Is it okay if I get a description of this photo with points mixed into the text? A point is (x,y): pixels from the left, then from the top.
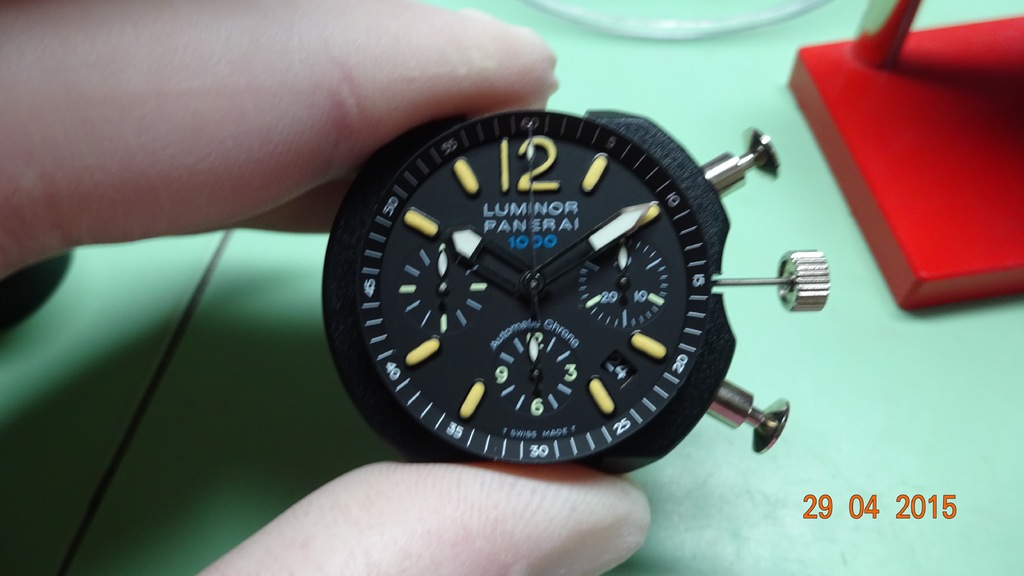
In this image I can see in the middle (641,218) there is an analog watch (526,297) in black color, a human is holding it. In the right hand side (880,506) bottom there are numbers (937,504).
